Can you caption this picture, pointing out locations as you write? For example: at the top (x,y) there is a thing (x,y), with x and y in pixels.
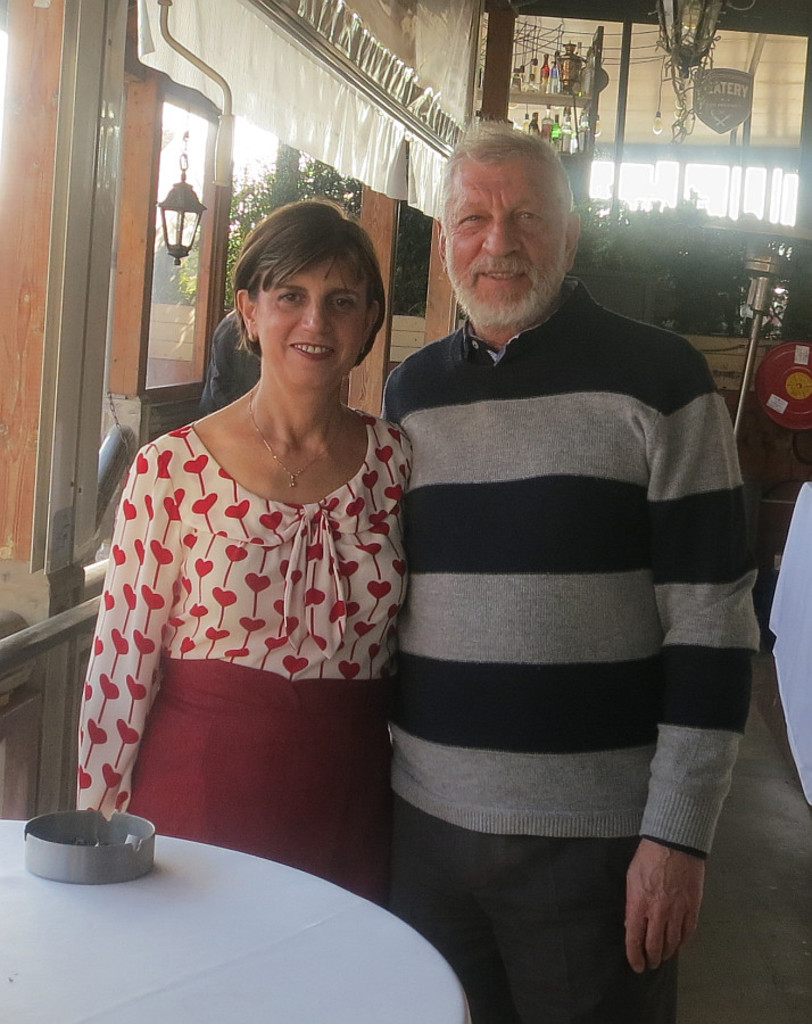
There is a couple (503,934) who is standing at the center (292,440) and they are smiling.
